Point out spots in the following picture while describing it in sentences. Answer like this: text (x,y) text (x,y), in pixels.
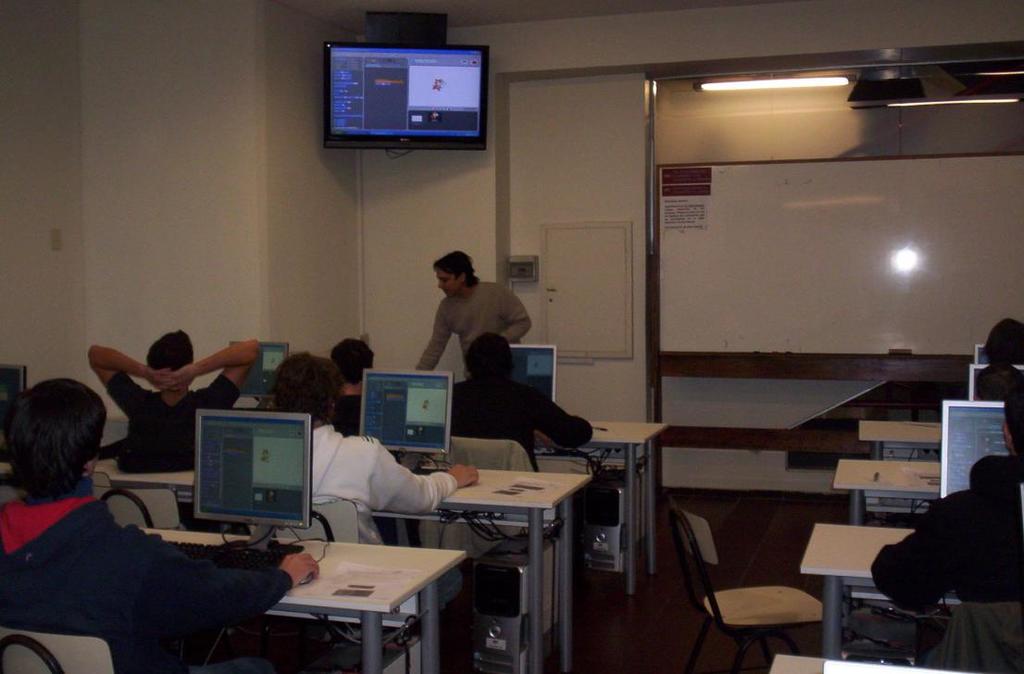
In this image we can see this people (39,466) are sitting on the chairs (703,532) near the table (408,557). There are monitors (287,495) placed on the table (331,544). In the background (450,271) we can see a man (464,279) standing, board (791,237) and lights (769,84).
